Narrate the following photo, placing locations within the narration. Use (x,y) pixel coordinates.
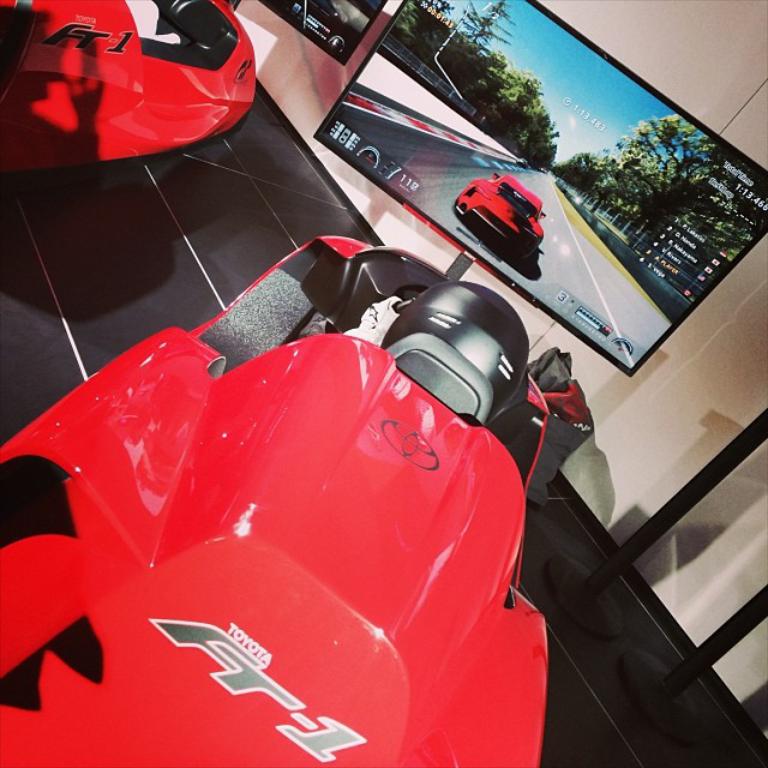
In the foreground of the picture (386,578) there is a car (413,288). In the center of the picture (498,265) there is a television (507,160). On the left (105,46) there are car (212,49) and a television (336,18). On the right (741,627) there are stands (710,666).
